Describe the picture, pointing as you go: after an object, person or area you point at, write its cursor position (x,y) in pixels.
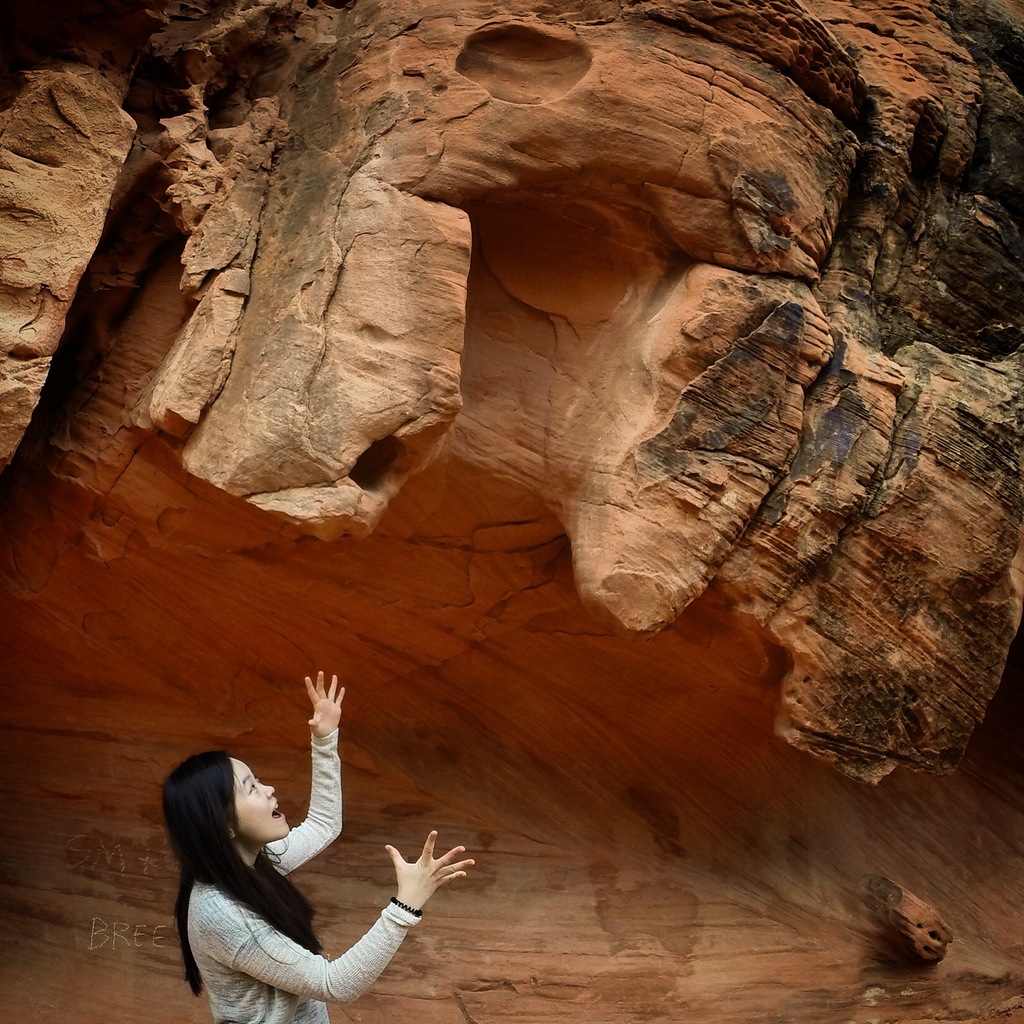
In this image we can see a girl (276,939). In the back (417,501) there is canyon (468,450). Also there is a word (140,924) on the image.
